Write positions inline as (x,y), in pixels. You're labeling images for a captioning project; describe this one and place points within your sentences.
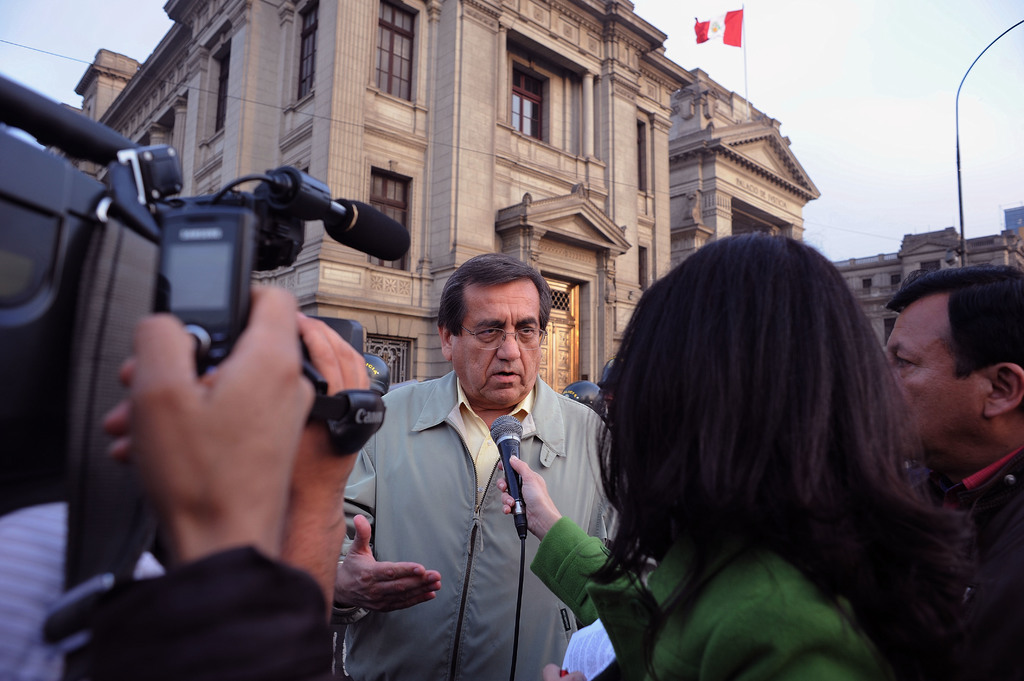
In this image we can see a few people (423,393), among them one is holding the camera (112,346) and the other one is holding the mic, there are some buildings (514,164) with windows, we can see a flag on the building (719,107), in the background (781,81) we can see the sky (831,119).
